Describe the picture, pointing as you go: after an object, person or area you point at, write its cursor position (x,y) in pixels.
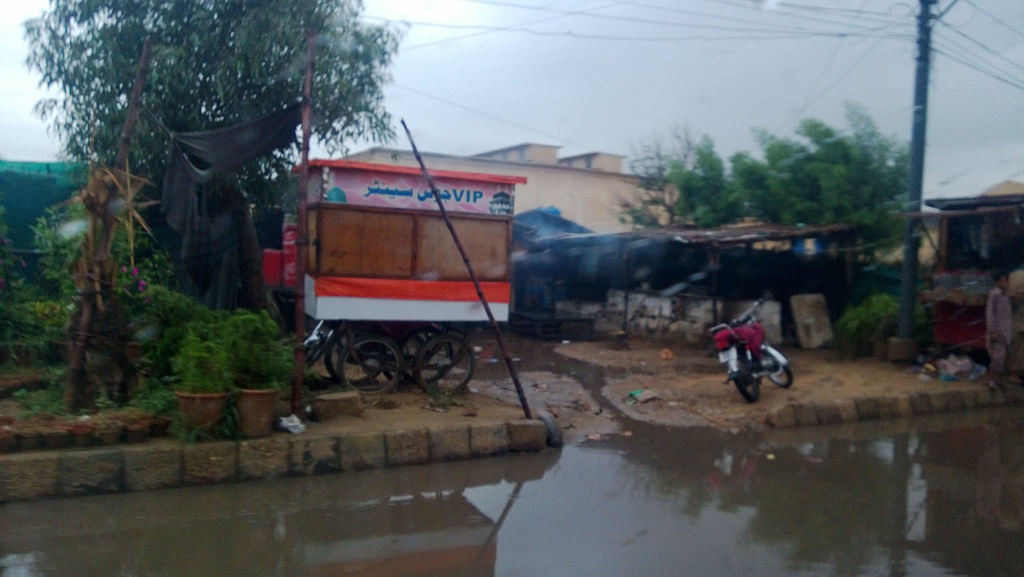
In this image I can see few trees (768,158), buildings (568,200), vehicles (769,365), flowerpots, net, water (604,504), current pole (923,73) and wires (894,38). The sky (639,73) is in white and blue color.
